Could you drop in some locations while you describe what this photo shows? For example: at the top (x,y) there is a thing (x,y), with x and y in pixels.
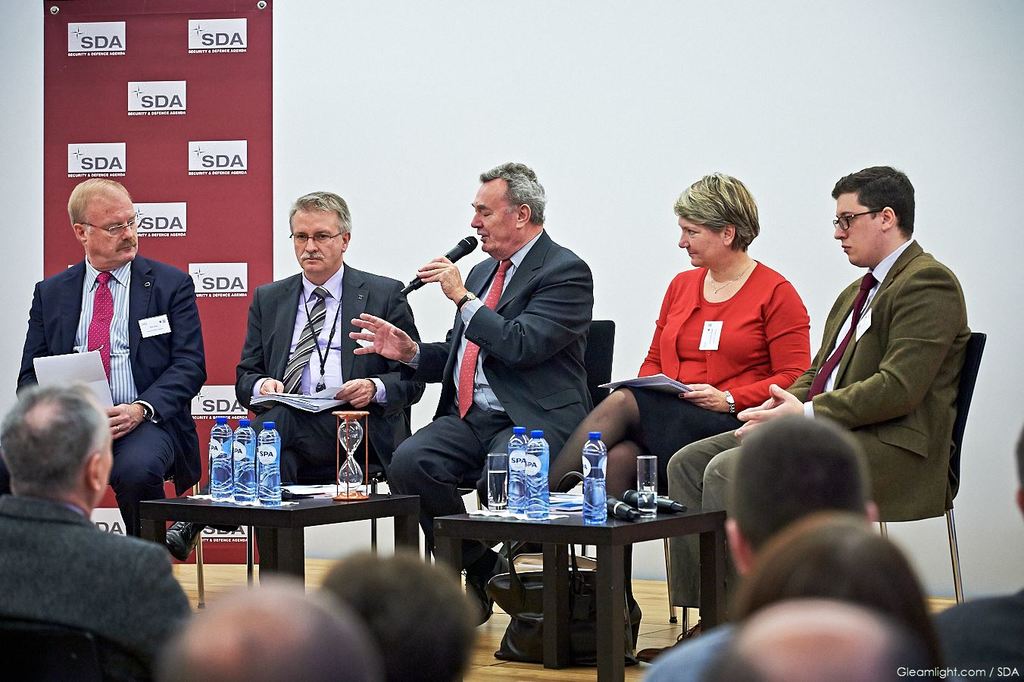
In this image we can see a group of people (742,294) sitting on chairs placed on the floor (503,671). One person (483,317) is wearing a coat (521,317) and red tie (505,262) is holding a microphone (472,247) in his hand (441,269). In the center of the image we can see two tables (489,526) on the table (529,540), we can see the group of bottles (262,483) and set of microphones (625,505). A bag (588,594) is placed on the floor (580,669). In the foreground of the image (801,660) we can see a group of people (104,570) sitting. In the background (51,69), we can see a banner (248,74) with some text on it.
